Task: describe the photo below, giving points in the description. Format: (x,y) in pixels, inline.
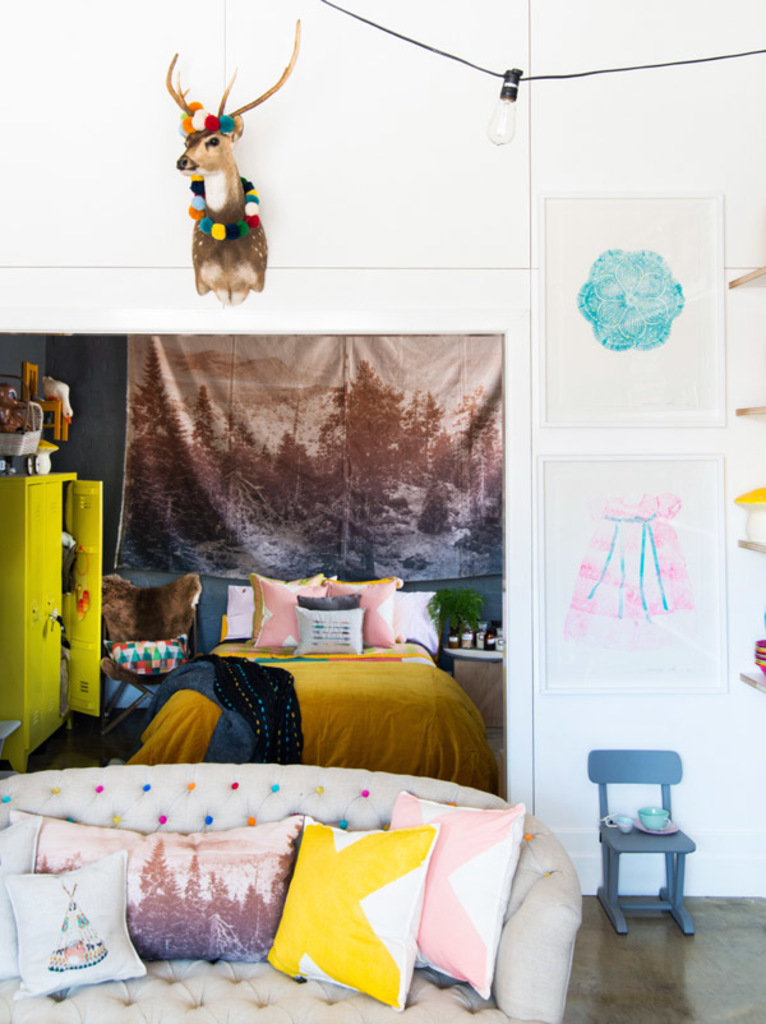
In the room (414,799) there is a sofa (503,965) with five pillows (194,865) on it. To the right side (612,917) there is a chair (613,867) with cups (646,826) on it. And there is a bed (393,688) with pillows (340,604) on it and yellow color blanket (379,679) on it. To the left side (63,588) there is a cupboard (44,542). On the cupboard (86,643) there are some toys (19,411). On the wall (254,464) we can see a wallpaper (308,444). On the top (222,169) there is a animal toy (248,188).
